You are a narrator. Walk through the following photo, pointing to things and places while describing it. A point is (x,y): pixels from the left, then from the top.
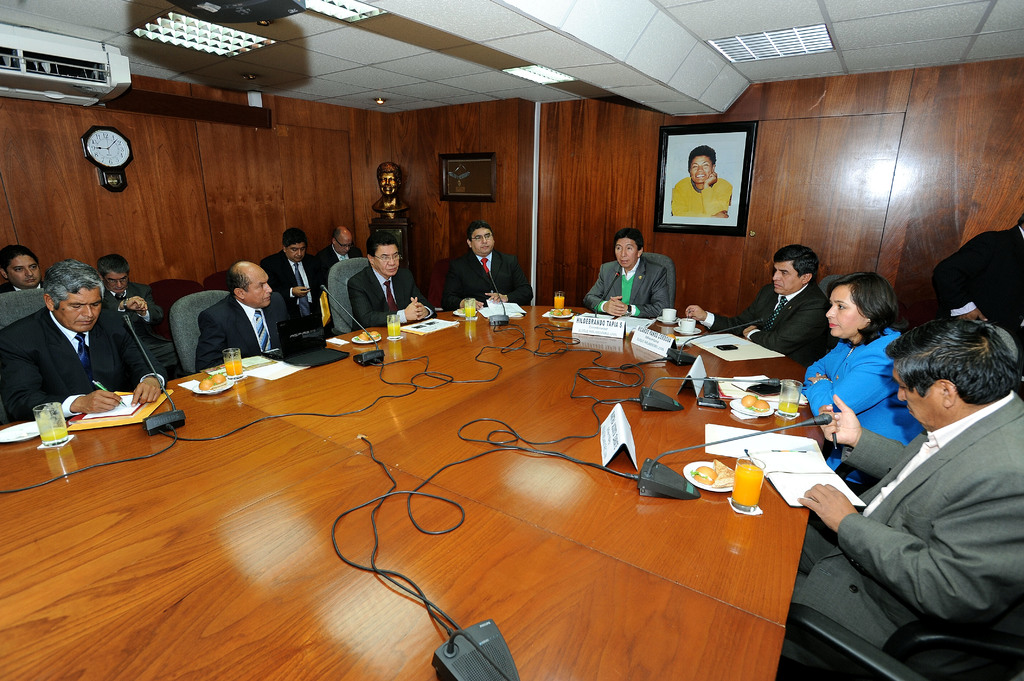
In this image I can see a group of people (805,348) are sitting on the chairs (12,306) in front of a table (338,390) on which I can see glasses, boards (610,445), wires (602,470) and mike's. In the background (944,190) I can see a wooden wall (508,190), wall clock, photo frame (689,168) and a rooftop (661,36) on which lights (376,12) are mounted. This image is taken may be in a hall (659,438).
